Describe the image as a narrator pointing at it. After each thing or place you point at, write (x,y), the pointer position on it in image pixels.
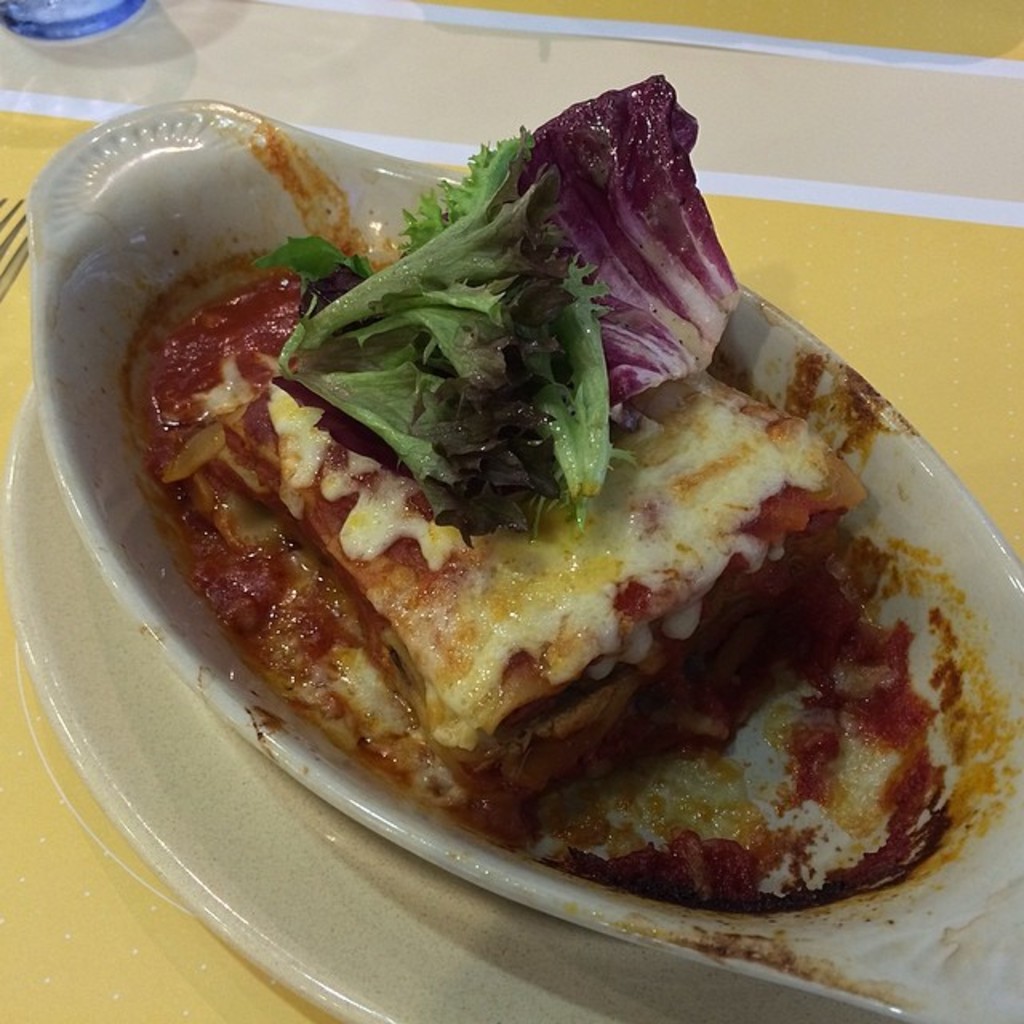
In this image we can see some food (544,664) in a bowl (79,281), a plate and a fork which are placed on a table (26,816).
